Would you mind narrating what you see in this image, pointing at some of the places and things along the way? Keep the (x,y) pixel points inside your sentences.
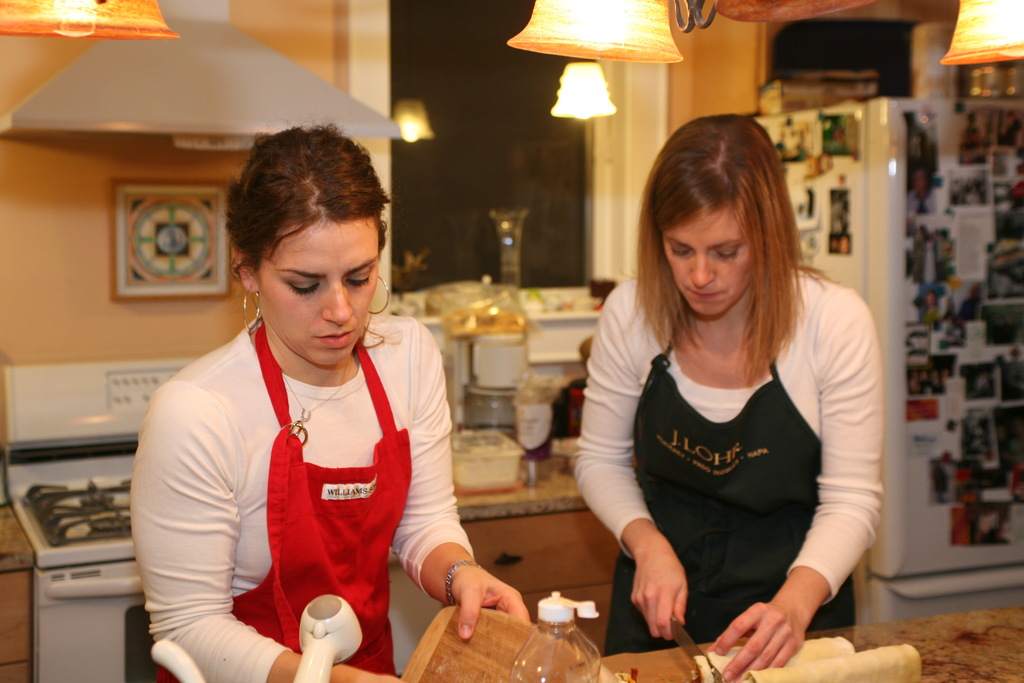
In this picture i can see two women (402,528) are standing in front of a table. These women (639,514) are wearing aprons (769,472). The woman (195,463) on the left side (218,444) is holding an object (411,657). The woman (645,639) on the right side (761,517) is cutting something with knife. In the background (551,475) i can see kitchen top (519,512) on which i can see some objects (570,416) on it. On the right side (896,471) i can see a refrigerator (905,396) on which some photos (925,283) are attached to it.
